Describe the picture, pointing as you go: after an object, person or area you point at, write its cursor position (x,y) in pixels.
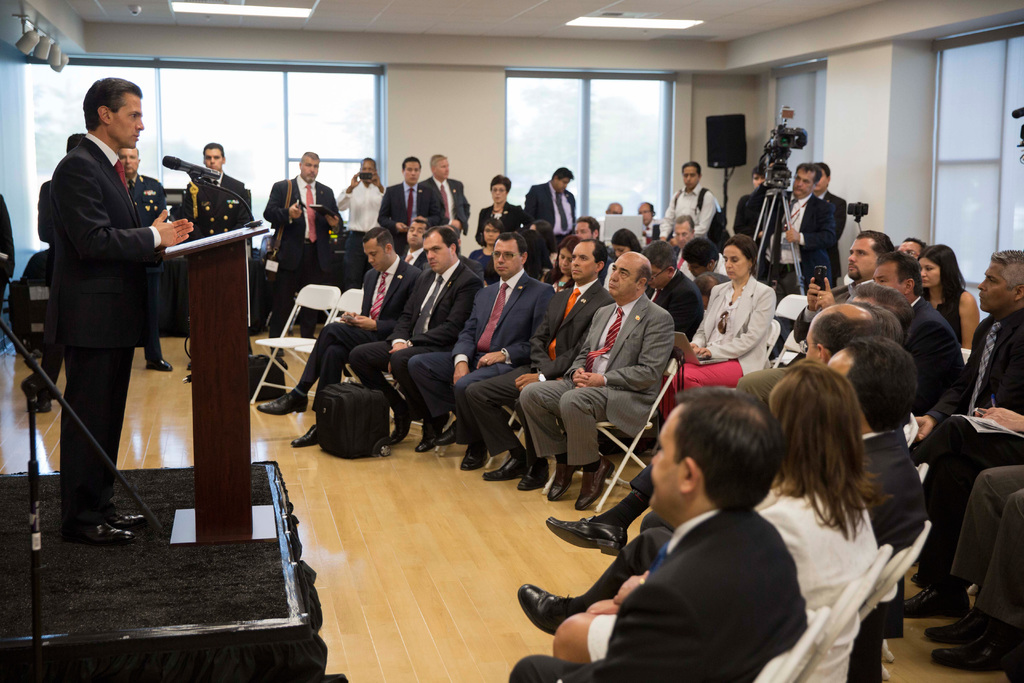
In this image, we can see a person (93,317) standing on stage (137,551) in front of a podium (216,278) and we can see a mic (197,168). In the background (611,300), there are many people (604,302) sitting on chairs (671,366) and some are standing and holding mobiles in their hands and we can see windows (307,67) and lights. At the bottom (412,560), there is floor (360,508).
